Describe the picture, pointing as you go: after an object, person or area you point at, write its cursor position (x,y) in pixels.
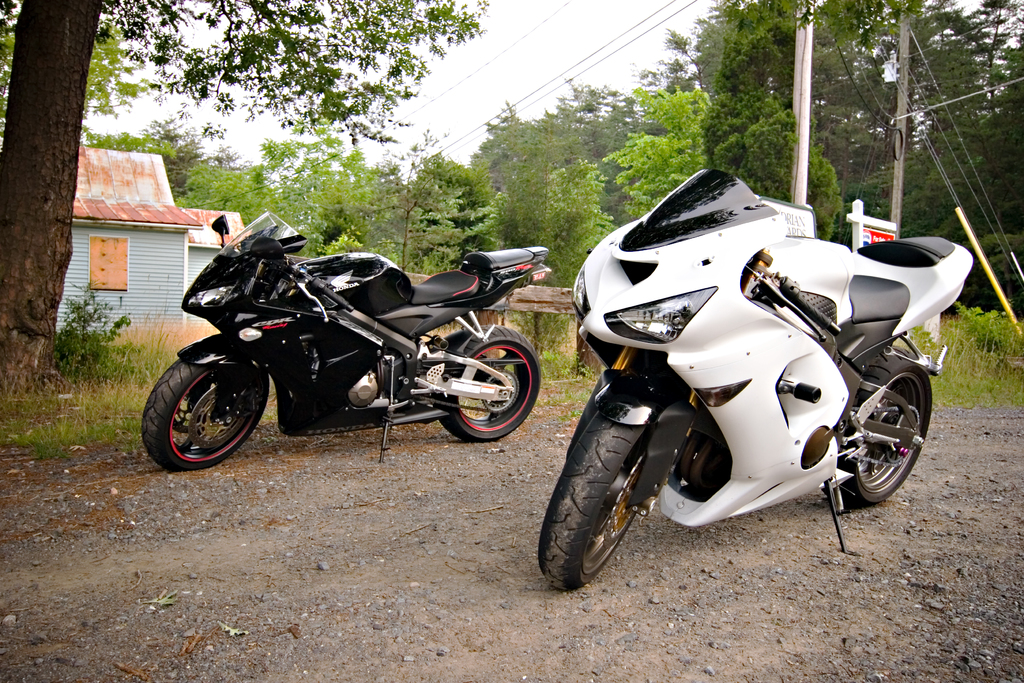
In this image I can see two motorbikes (420,397) on the ground (389,553). To the side of these motor bikes (308,375) I can see many trees (546,213), poles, boards (856,216) and the house (162,251). I can also see the sky (478,104) in the back (398,103).
